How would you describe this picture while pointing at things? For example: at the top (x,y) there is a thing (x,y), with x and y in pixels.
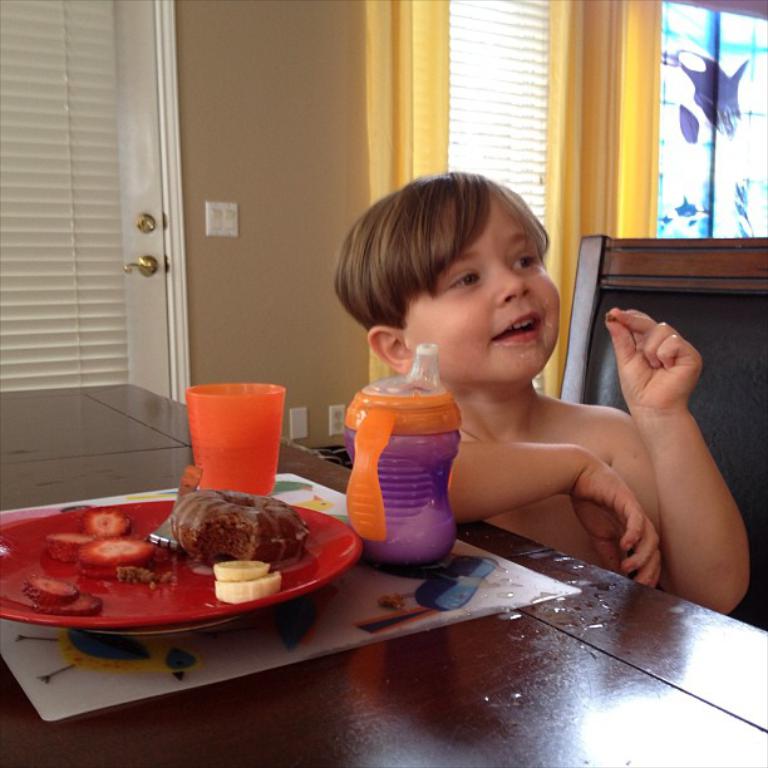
In this image In the middle (486,357), there is a boy (589,436) he is sitting on the chair (703,400) and there is a table (300,725) on that there is a plate (196,611), cup (250,472) and bottle (395,504). In the background (390,162) there is a window (546,77), curtain (612,76) and wall (228,145).
